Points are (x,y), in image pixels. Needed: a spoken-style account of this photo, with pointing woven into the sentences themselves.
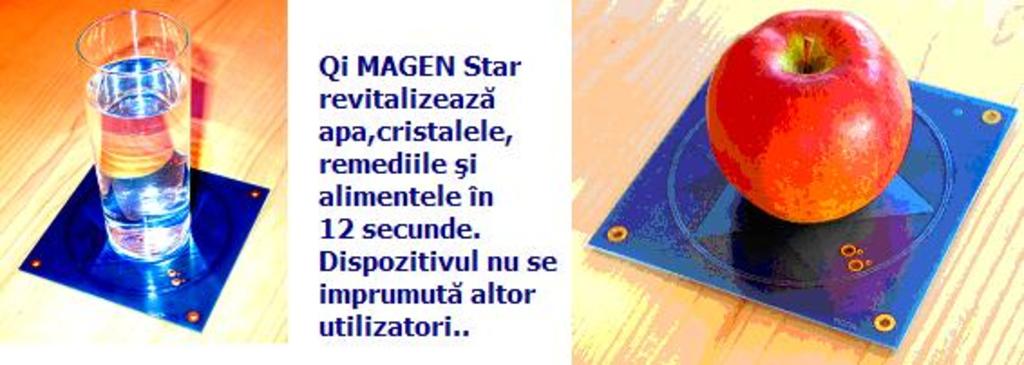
In the picture we can see a glass (132,243) of water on the table (245,87) and beside it we can see some information (374,159) and beside it we can see an apple (827,45) on the table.
